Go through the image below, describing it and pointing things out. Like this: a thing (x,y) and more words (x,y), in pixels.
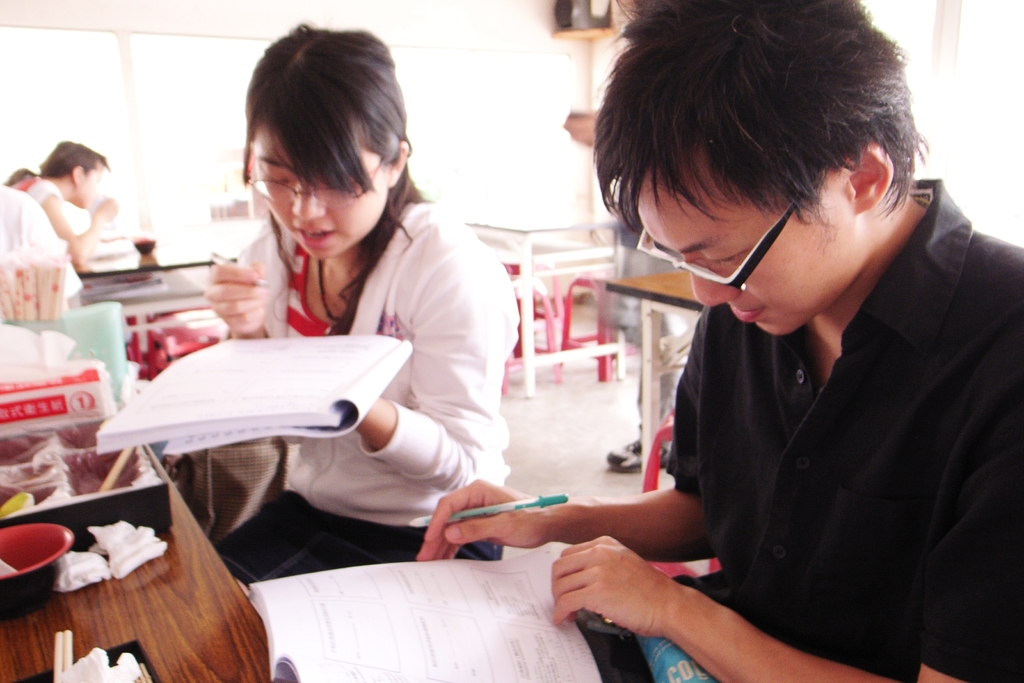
This image consists of tables (213,623) and chairs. There are people (64,232) sitting on chairs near the tables (248,600). On the tables (177,555) there are boxes (111,466), bowls (9,555), tissues (108,566) and two people (374,279) are sitting in front (368,544) who are holding books (374,347) in their hands (577,560).
